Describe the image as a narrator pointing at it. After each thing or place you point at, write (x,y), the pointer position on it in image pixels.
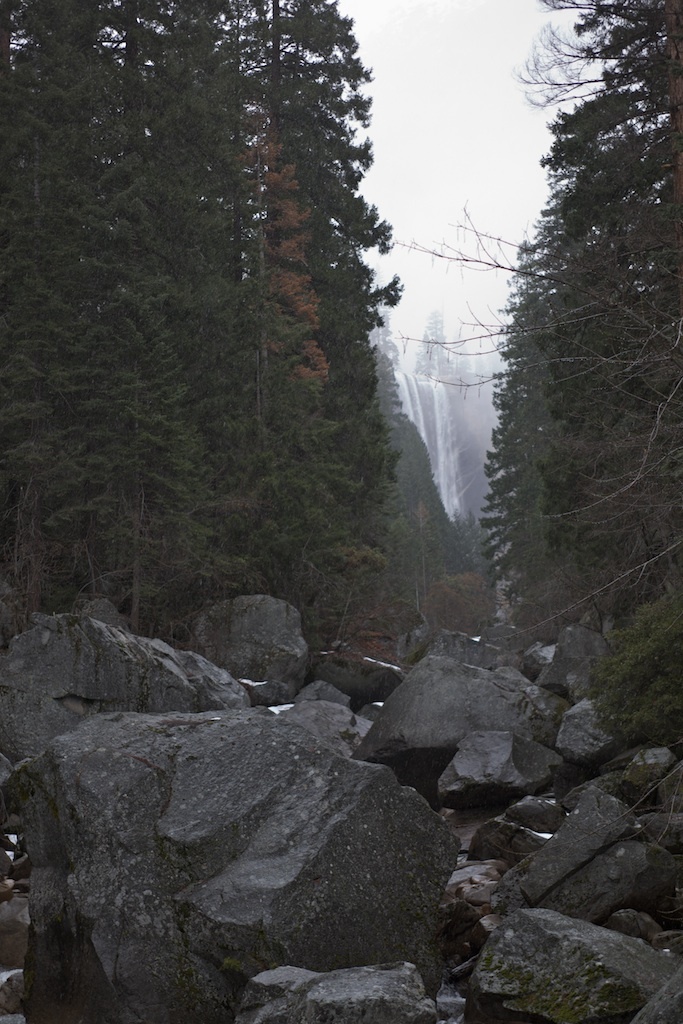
In this picture I can see trees (512,532) and few rocks (430,807) and I can see a water fall (449,460) and a cloudy sky (437,310).
